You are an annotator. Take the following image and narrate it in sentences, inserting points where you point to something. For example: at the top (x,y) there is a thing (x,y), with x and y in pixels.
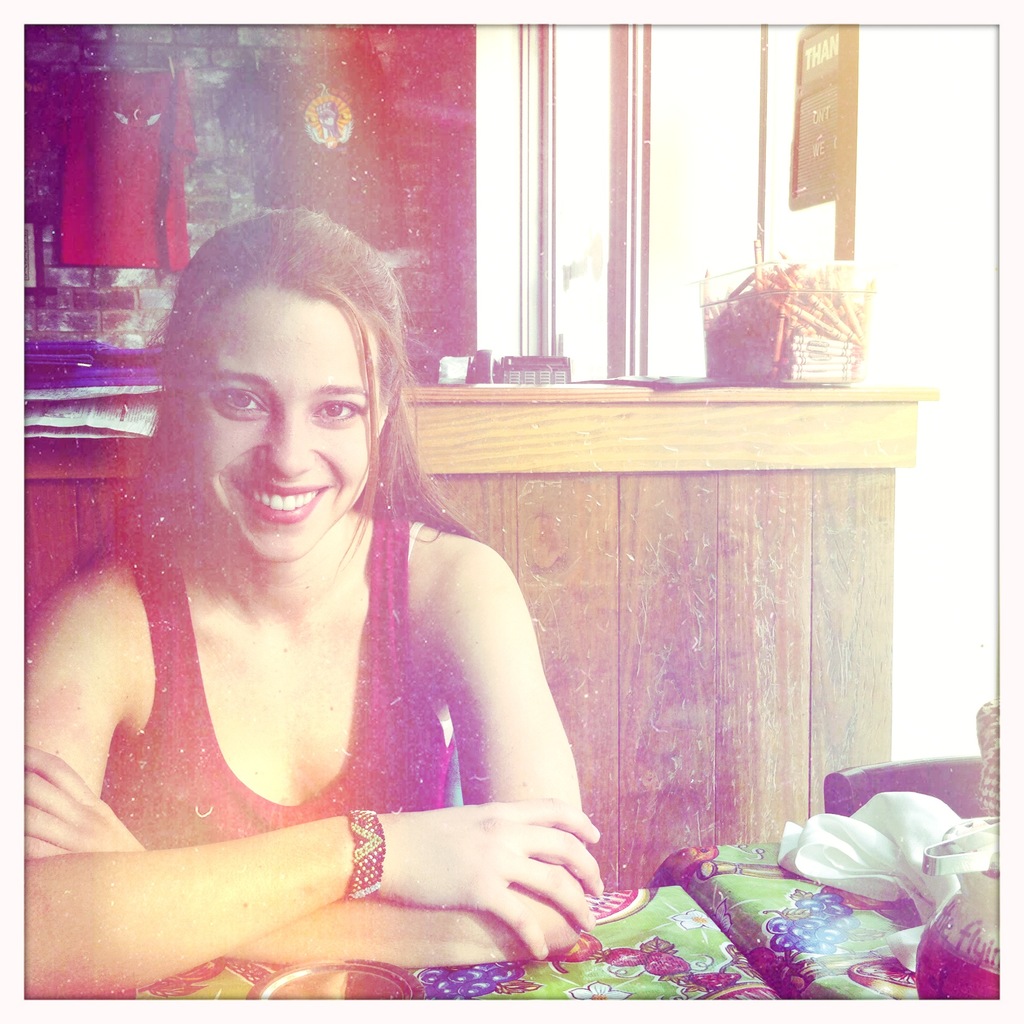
In this edited image there is a woman (428,617) sitting. She is smiling. In front of her there are cloths (696,948). Behind her there is a wooden table (614,506). On the table (492,418) there are papers (83,419), a basket (742,338) and a telephone (512,367). Behind the table (528,418) there is a wall (209,166). There are dresses (179,93) to the hangers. Beside the wall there are glass doors (628,220).
